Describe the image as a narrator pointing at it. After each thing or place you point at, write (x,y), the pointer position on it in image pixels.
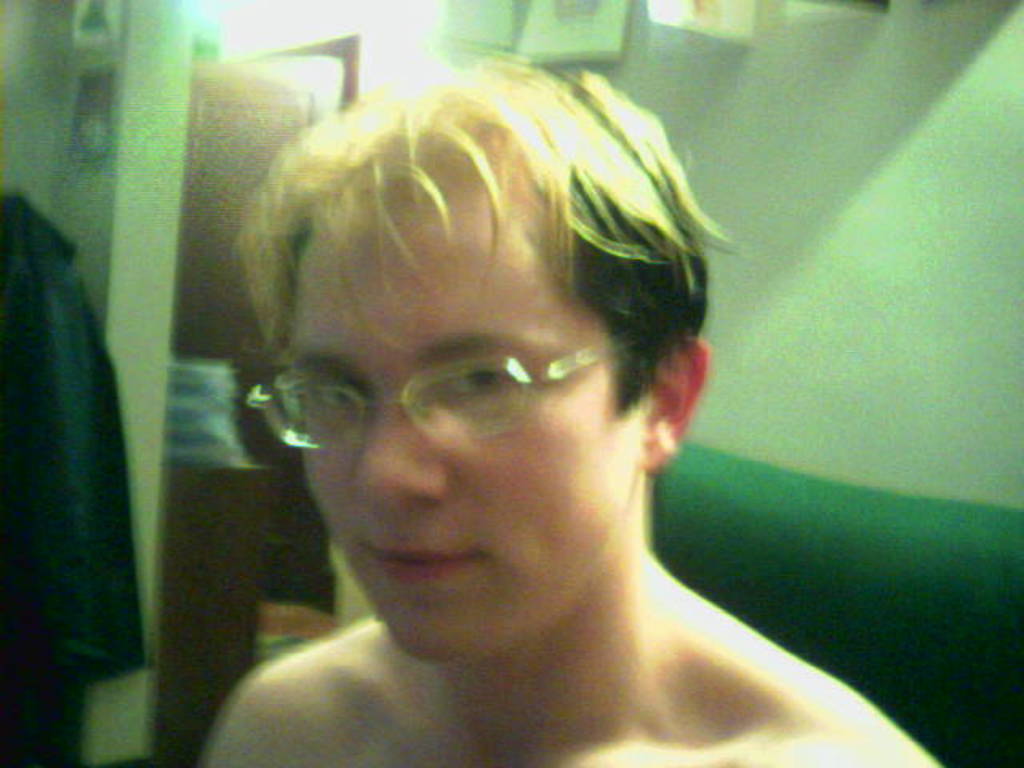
In the image there is a man (328,521) and he is standing in the front (394,496), behind the man (501,96) there is a wall (653,91) and on the left side (239,102) there is a door (230,113), there are some objects (662,8) attached to the wall (897,13).
